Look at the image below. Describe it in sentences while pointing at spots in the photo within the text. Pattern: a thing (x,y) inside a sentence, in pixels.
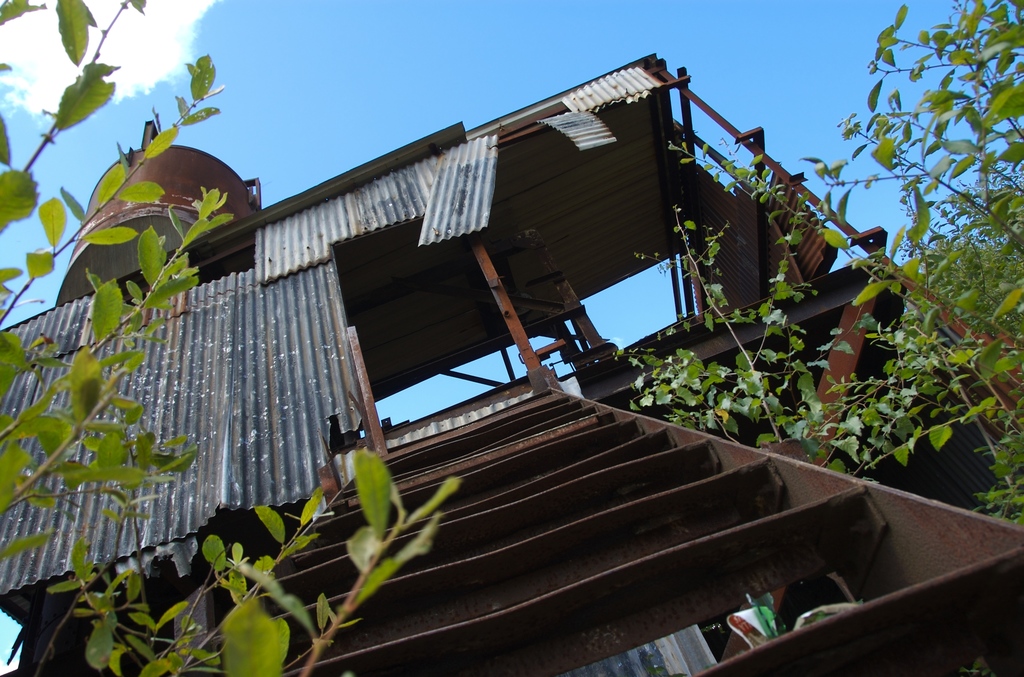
In this image, we can see a shed (585,307) with some stairs (489,508). We can also see some plants (1000,258). We can see some metal angles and a water tank (198,183) on the top of the shed (181,572). We can also see the sky (220,23) with some clouds (144,42).
